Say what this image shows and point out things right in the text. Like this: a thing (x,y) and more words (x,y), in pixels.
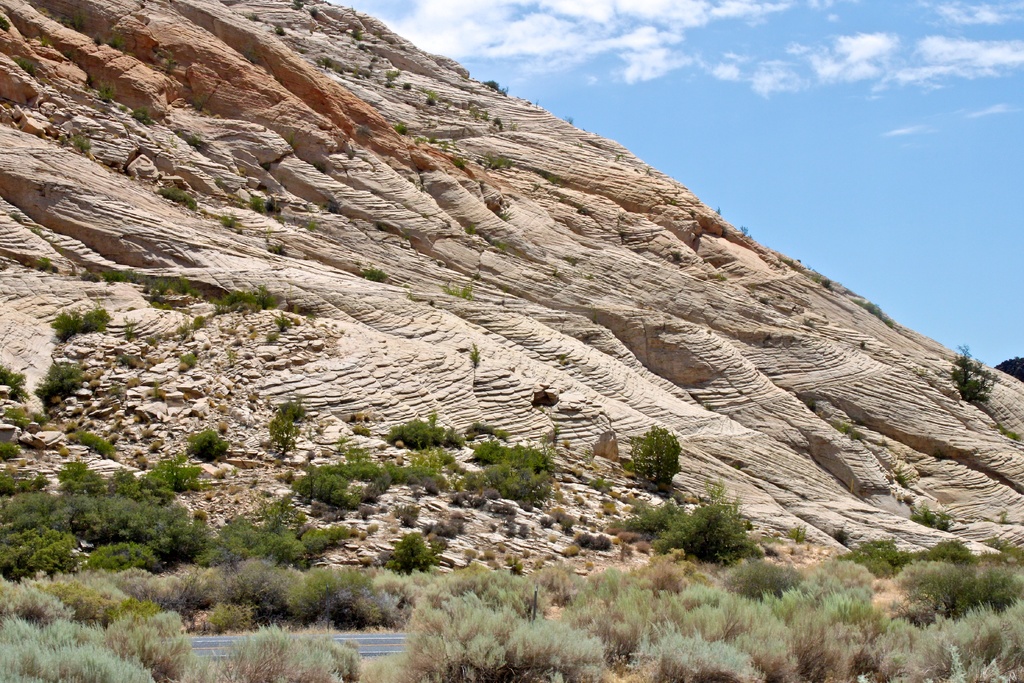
In this picture we can see few trees (745,545), hill (540,276) and clouds (627,44).
